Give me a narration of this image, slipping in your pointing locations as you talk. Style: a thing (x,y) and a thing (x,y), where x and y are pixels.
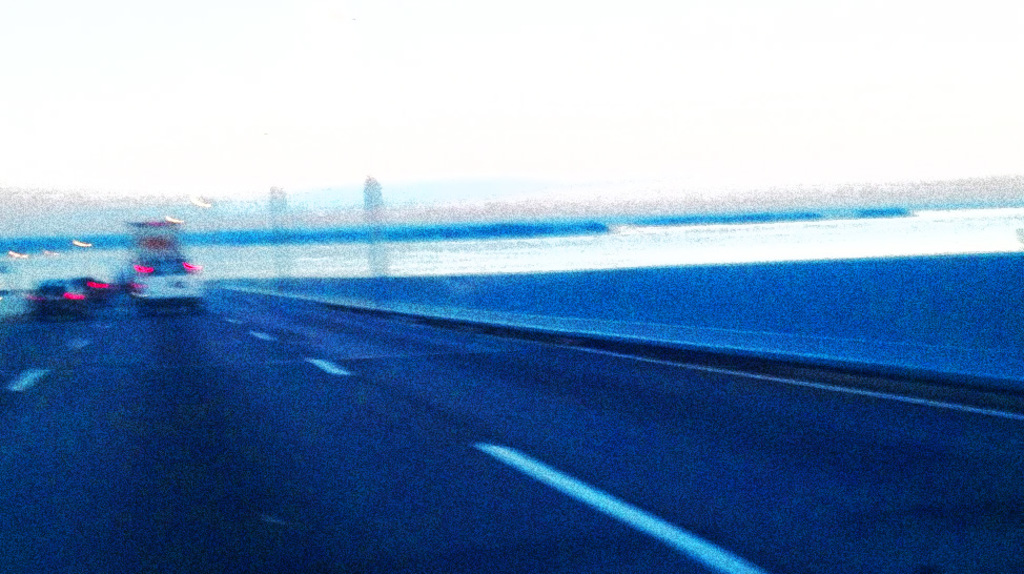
In the picture I can see vehicles (157,289) on the road (141,341). This image is not clear.
